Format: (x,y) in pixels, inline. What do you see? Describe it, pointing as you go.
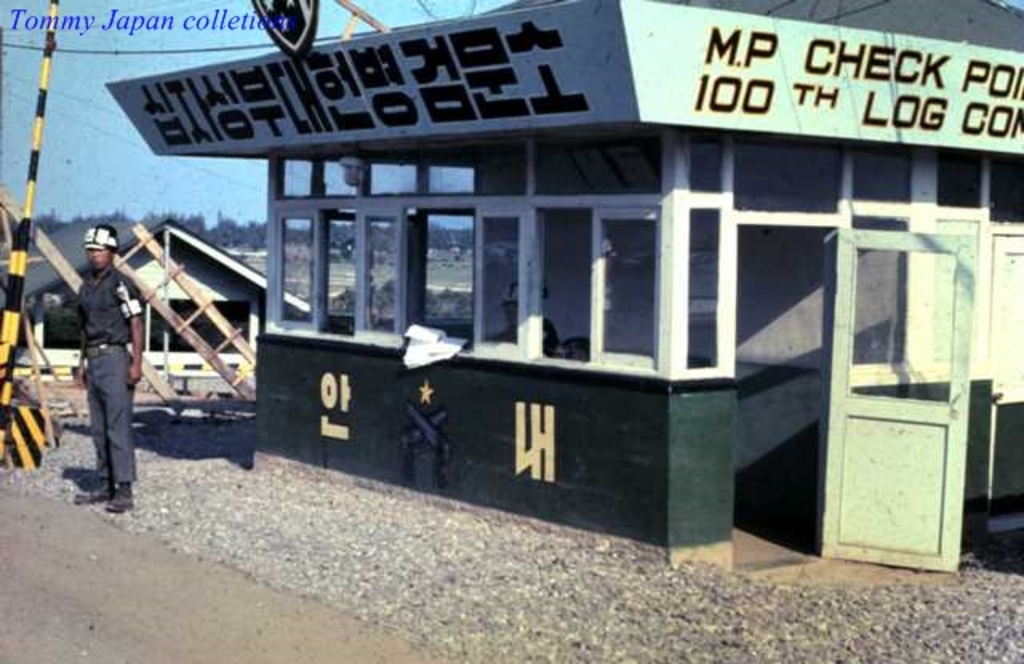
In the image we can see a person (110,365) standing wearing clothes (99,355), shoes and cap (101,243). These are the stones (372,579), glass room (637,496), door (846,448), trees (259,234) and a pale blue sky (128,209). This is a watermark (154,23).
